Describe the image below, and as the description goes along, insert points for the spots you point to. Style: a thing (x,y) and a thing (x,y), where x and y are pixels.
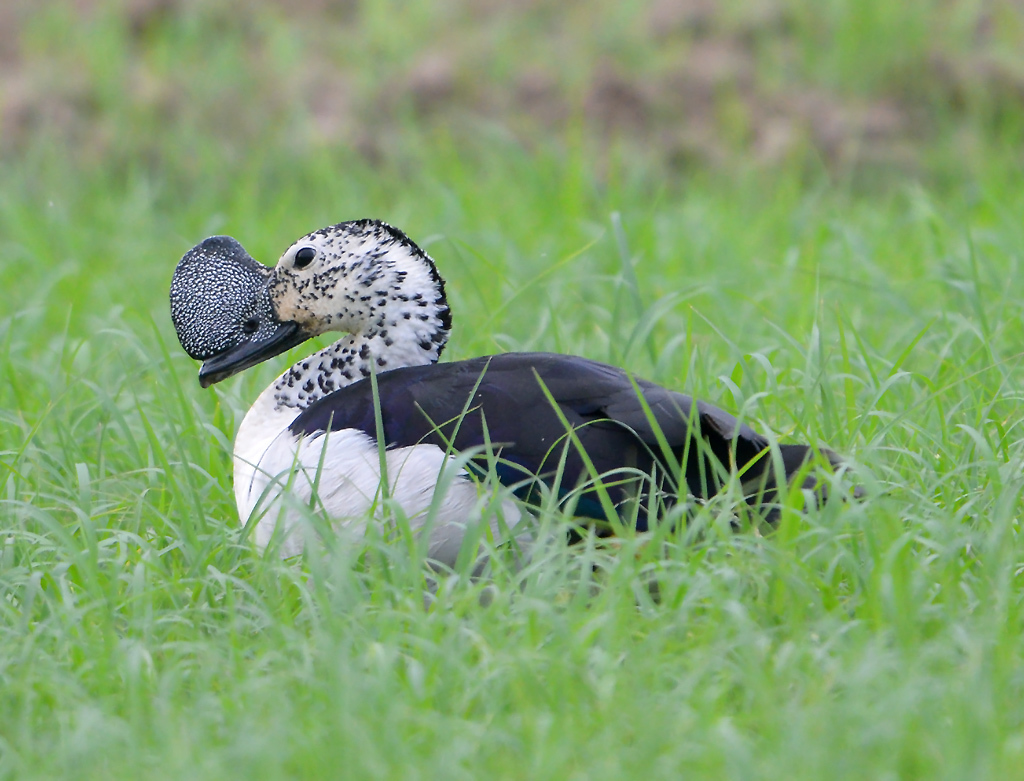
In this image we can see one Knob-billed duck (305,380) on the ground (891,624) and some green grass (624,286) on the ground (831,125).
